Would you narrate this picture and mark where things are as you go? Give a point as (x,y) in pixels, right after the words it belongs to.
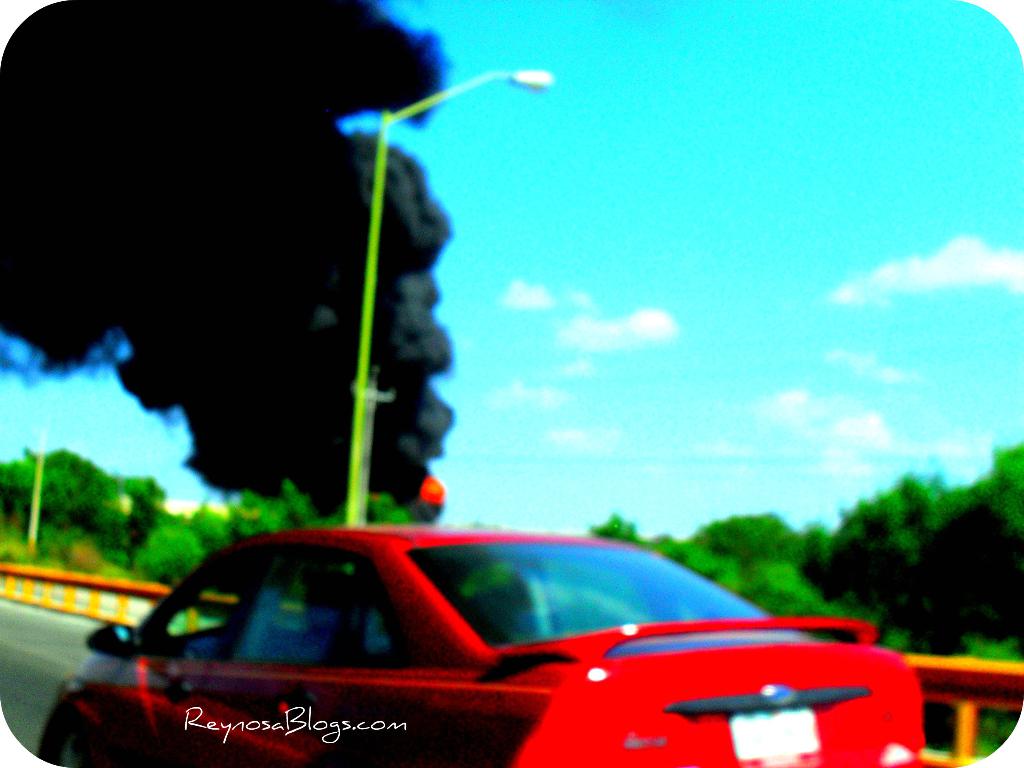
It is a blur image, there is a car (230,654) moving on the road (35,704) and around the car (379,541) there are lot of trees (678,546).
